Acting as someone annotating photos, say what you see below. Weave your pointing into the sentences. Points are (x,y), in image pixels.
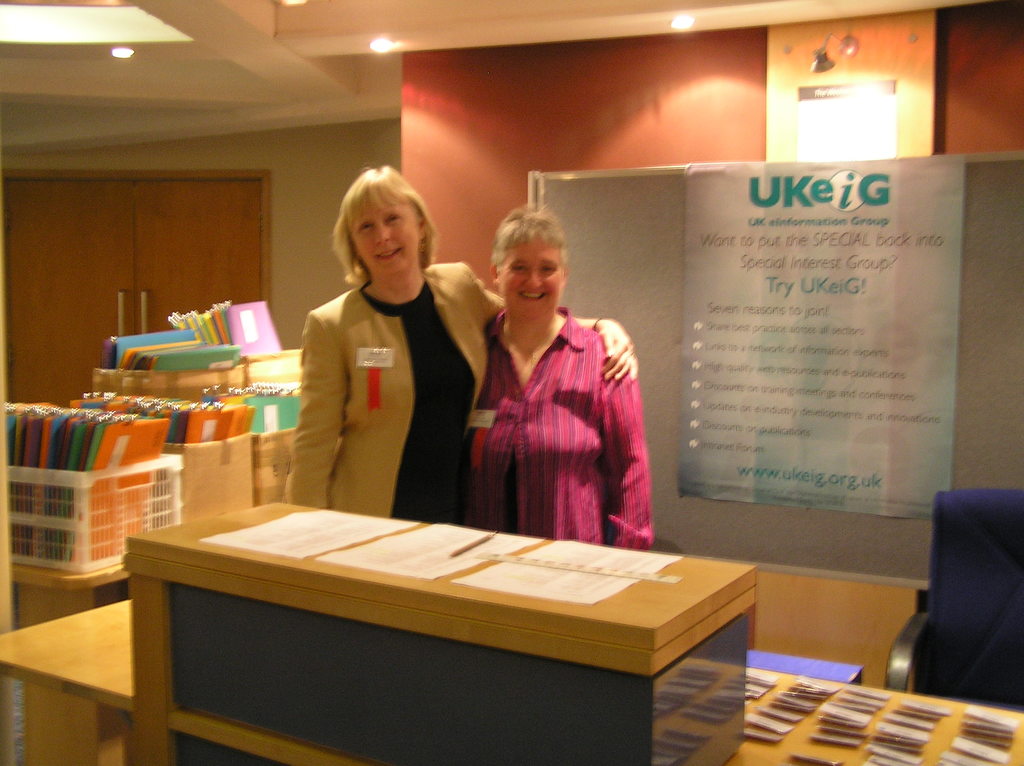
In this image I see 2 women (394,198) and both of them are smiling, I can also see that there is a table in front (300,531) and there are few papers (424,545) on it. In the background (1020,30) I see the wall (335,142), lights (84,20) and lot of files (124,338) over here.
